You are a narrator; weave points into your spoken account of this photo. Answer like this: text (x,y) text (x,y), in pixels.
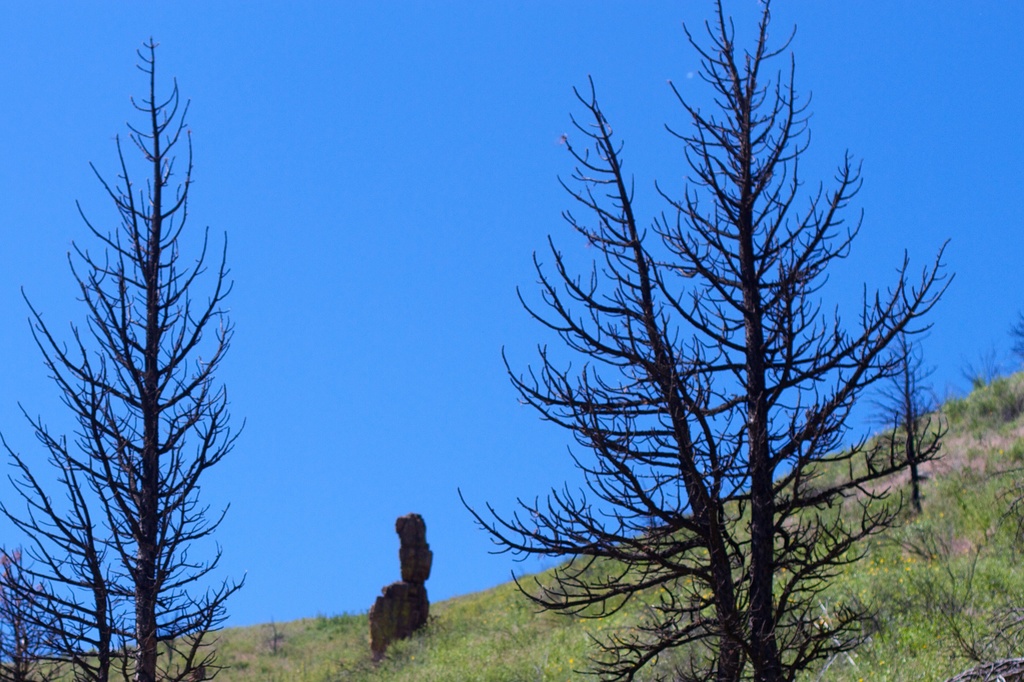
In this image, we can see trees (534,522), rocks (409,592) and at the bottom (529,664), there is ground (528,658) covered with grass (517,665).
